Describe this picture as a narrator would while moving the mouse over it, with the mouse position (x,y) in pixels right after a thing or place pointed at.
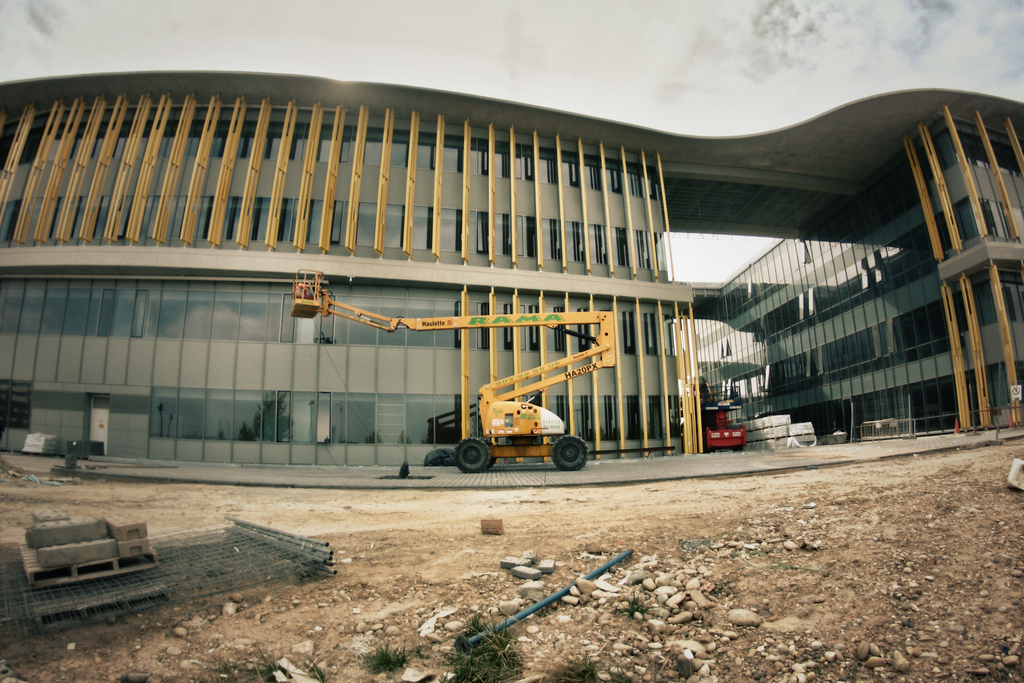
In this picture we can see ground (764,582), stick (472,639), stones (486,599) and objects (328,559). We can see vehicles (519,391), building (735,375) and stones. In the background of the image (725,64) we can see the sky (678,74) with clouds (678,74).
